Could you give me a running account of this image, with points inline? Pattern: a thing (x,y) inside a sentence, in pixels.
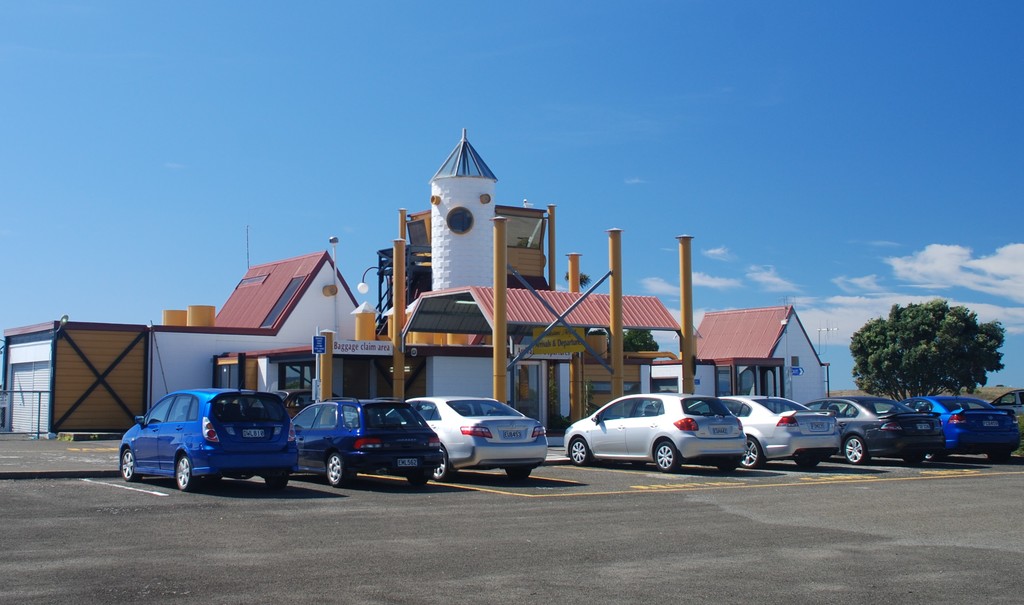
In this image I can see few vehicles (986,419) on the road (385,508), they are in multi color. Background (218,275) I can see few houses (231,336), they are in white and brown color, trees (913,386) in green color and the sky (692,102) is in blue and white color.
